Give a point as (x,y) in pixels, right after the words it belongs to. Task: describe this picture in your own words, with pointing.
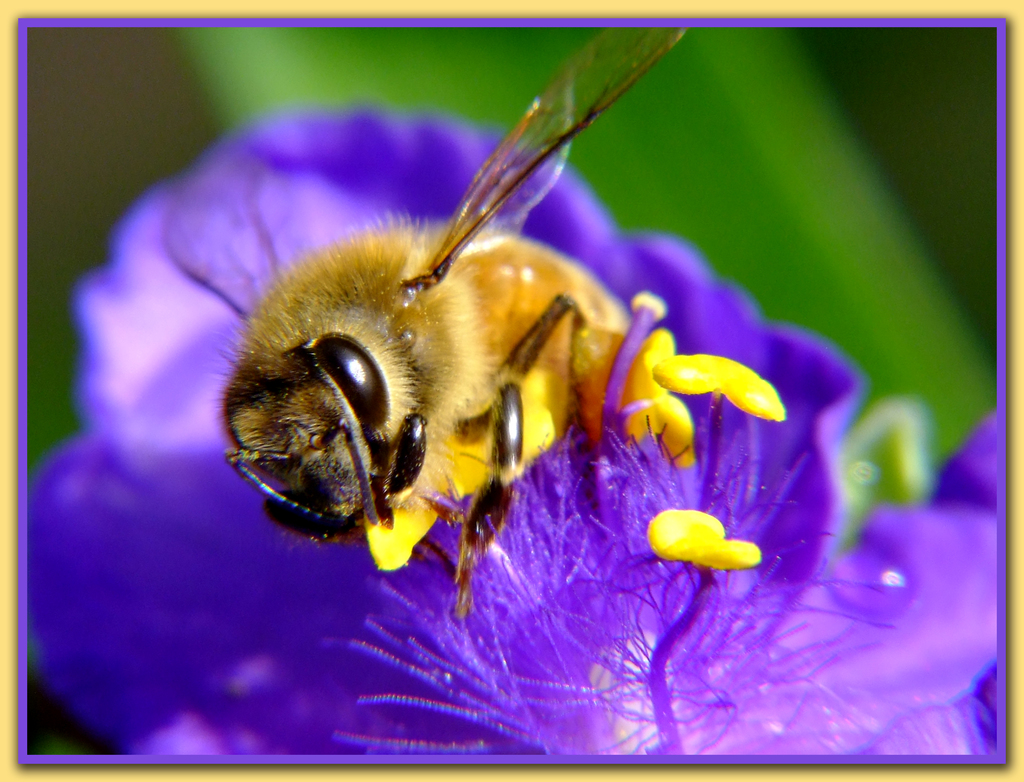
In the center of the image (664,510) there is a insect (235,309) on the flower (138,406).
